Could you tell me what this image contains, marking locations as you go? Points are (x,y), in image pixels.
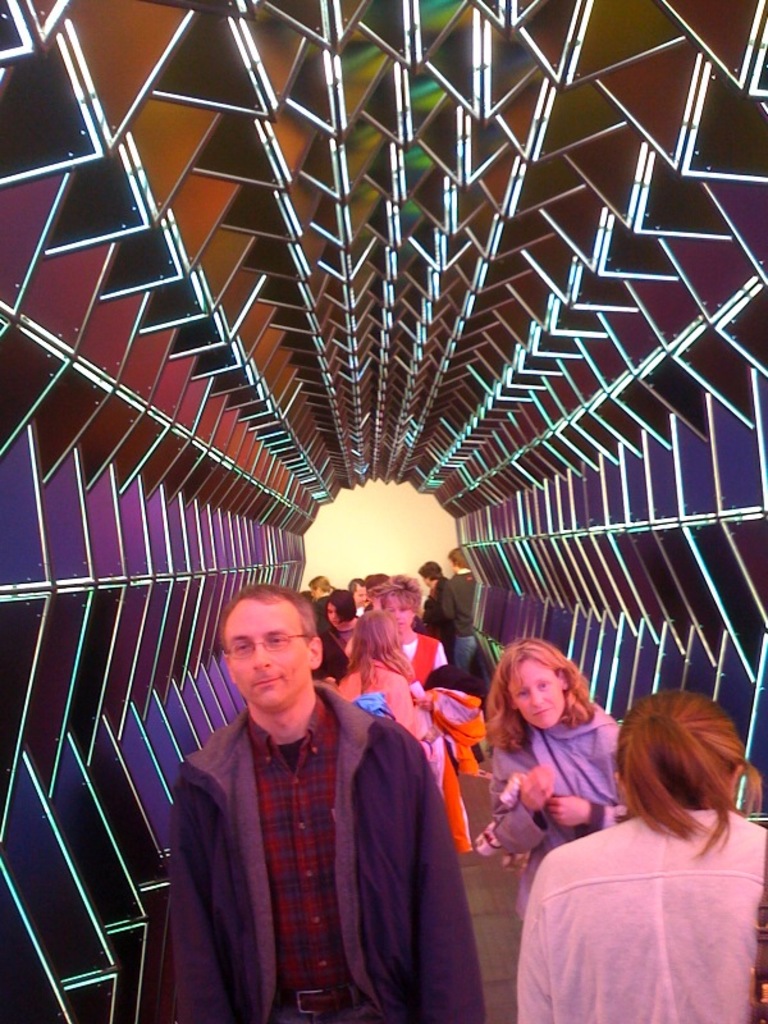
In this image I can see few people (681,903) are wearing different color dresses (681,914) and the background (697,285) is in multi color.
